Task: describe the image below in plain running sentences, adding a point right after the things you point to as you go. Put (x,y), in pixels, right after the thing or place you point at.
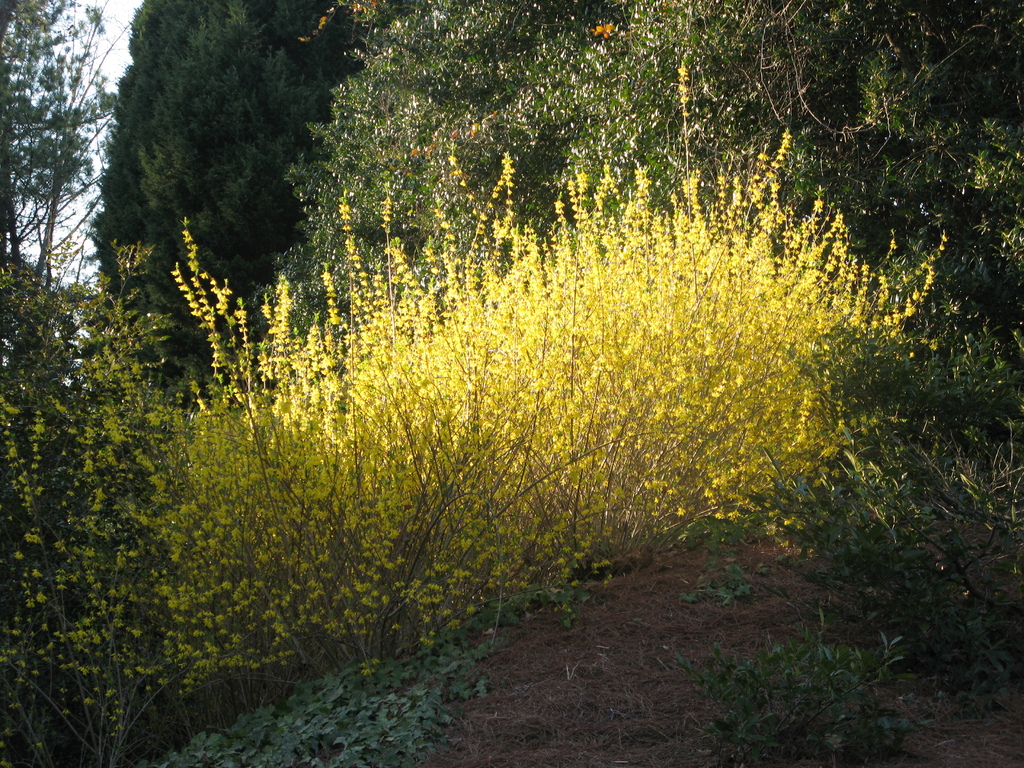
In this image there are many trees (500,115) and also plants (451,455). Mud (672,672) is also visible.
